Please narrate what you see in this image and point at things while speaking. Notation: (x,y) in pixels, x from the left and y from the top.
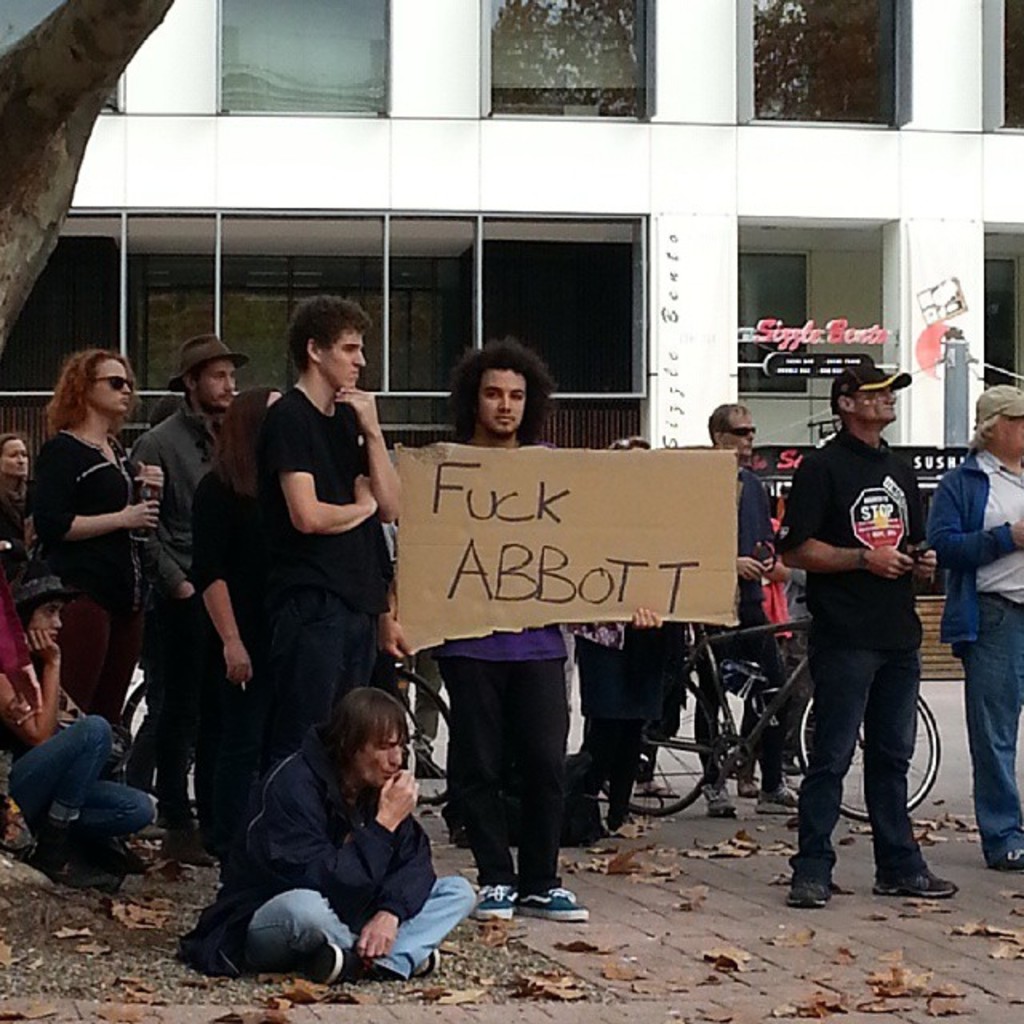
In this picture we can see some people (147,562) standing here, this man (763,565) is standing near a bicycle (773,695), in the background (700,164) there is a building (654,146), at the bottom (713,857) there are some leaves (426,989), this man (483,695) is holding a board (532,625).
